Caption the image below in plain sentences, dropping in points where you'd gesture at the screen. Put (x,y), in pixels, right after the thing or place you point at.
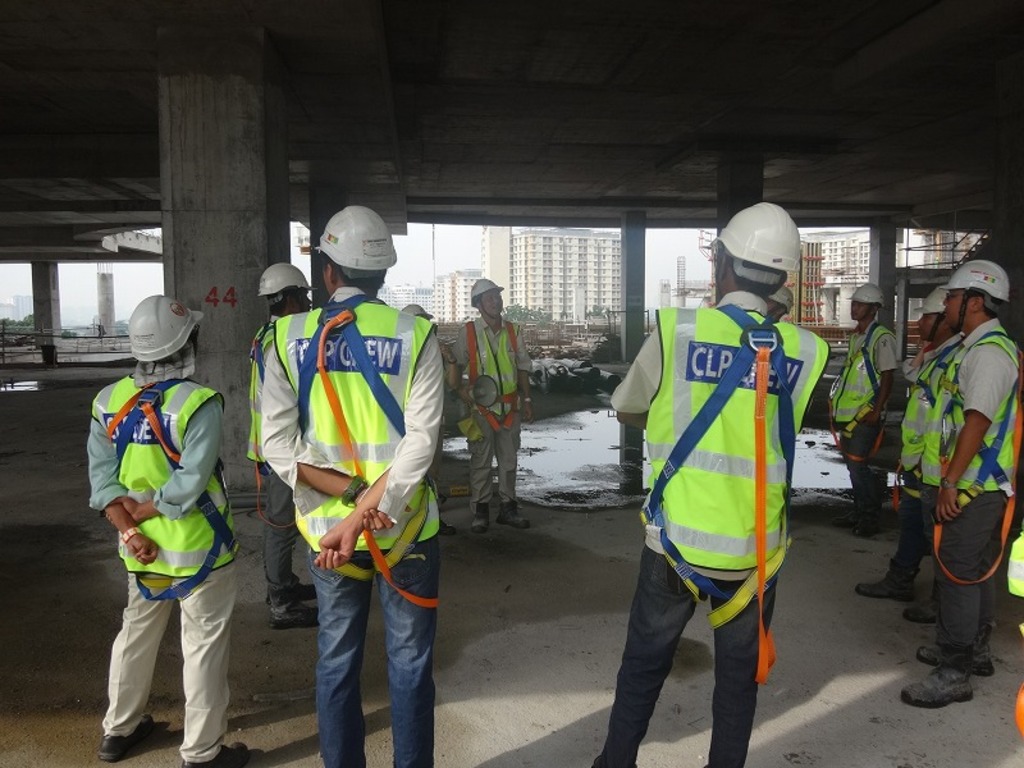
The picture is taken in a building (257,578). In this picture there are people (155,435) standing. In the center there are pillars (222,204) and construction materials (577,374). In the background (498,276) there are buildings (838,267) and machinery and there are trees (529,317) also.
